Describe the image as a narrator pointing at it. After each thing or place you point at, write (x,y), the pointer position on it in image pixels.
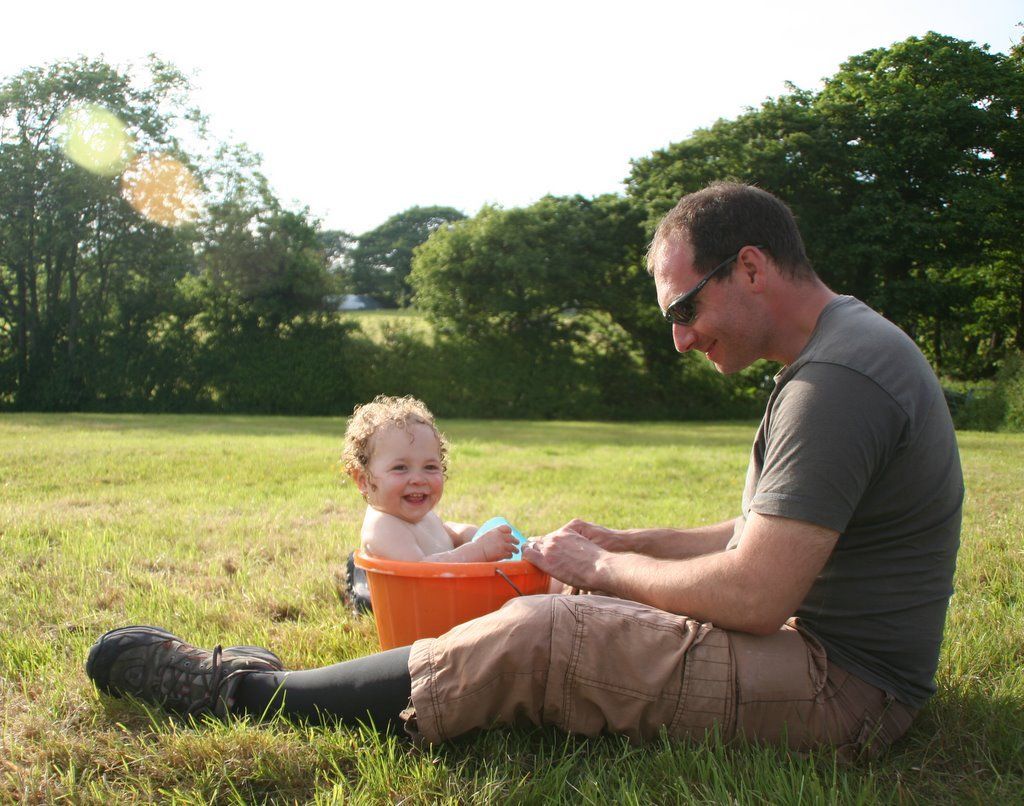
In the picture it is a garden (682,482) a man (816,536) is sitting on the garden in front of him there is a bucket (468,576) and in the bucket (481,598) there is a baby (416,512) he might be playing with the baby (470,553), in the background (465,289) there are some trees (499,294) and sky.
